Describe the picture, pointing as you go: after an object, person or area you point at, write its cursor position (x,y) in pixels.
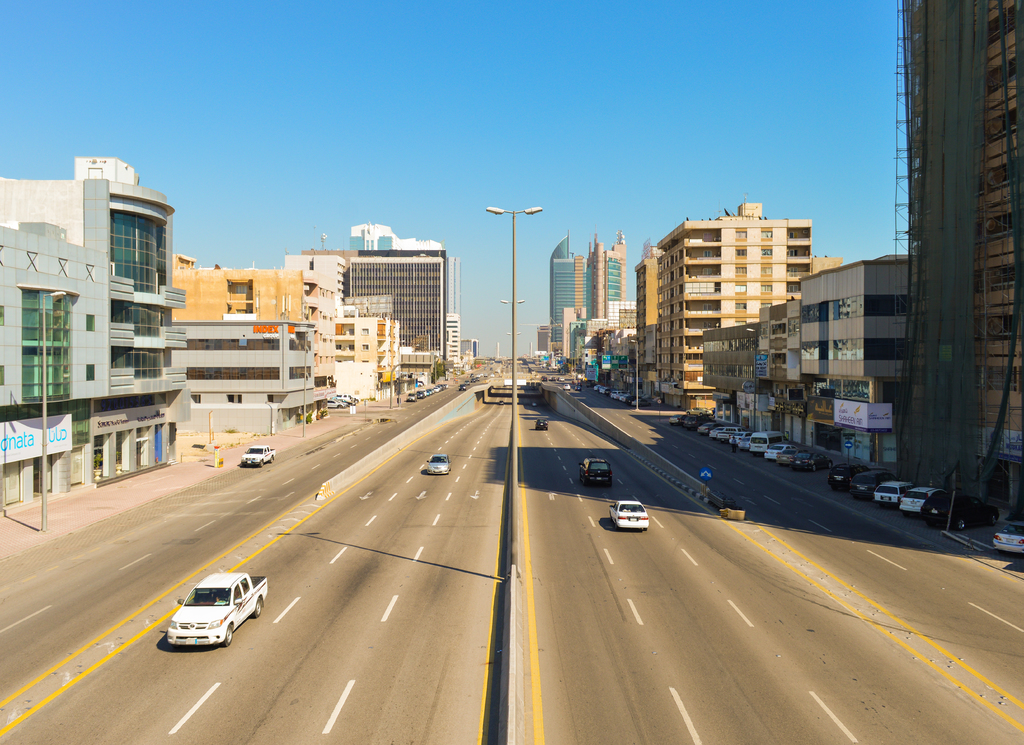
In this image there are vehicles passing on the road (590,552), in the middle of the road (465,504) there are lamp posts (514,329), on the either side of the road (383,573) there are buildings (345,383), beneath the buildings (324,325) there are shops (1022,490).
